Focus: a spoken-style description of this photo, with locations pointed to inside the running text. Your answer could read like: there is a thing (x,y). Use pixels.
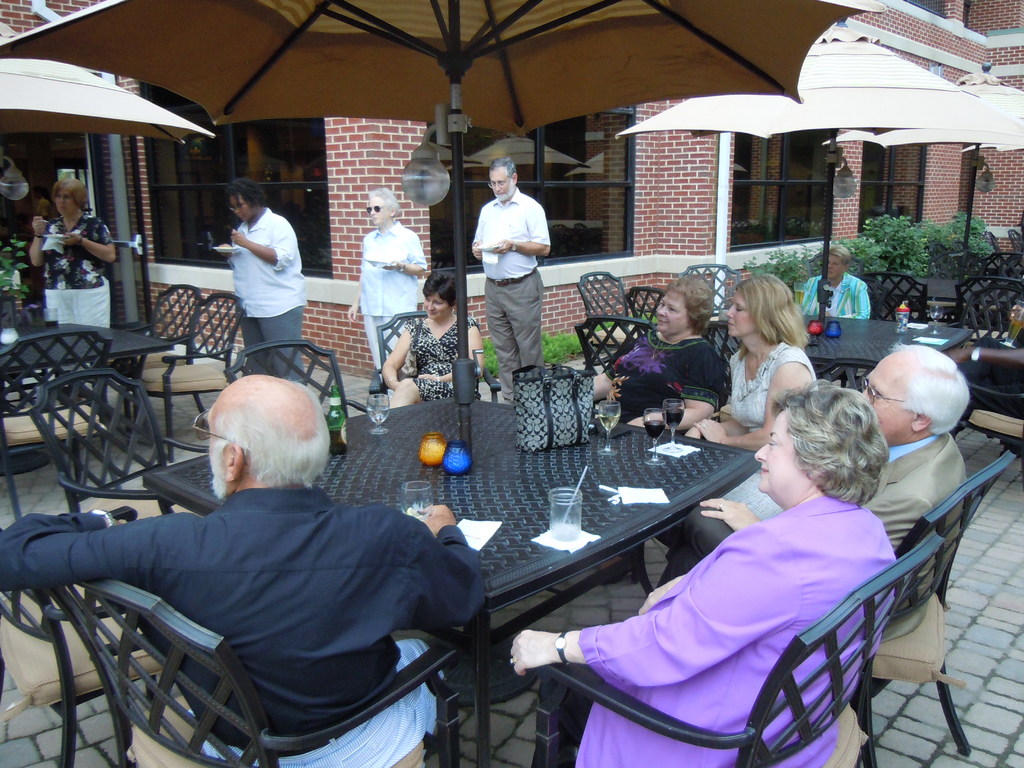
A group of people (376,683) are sitting on the chairs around a dining table (517,553) and it's an umbrella (451,90) in the middle (457,415). On the right (898,240) there are bushes (867,234).
